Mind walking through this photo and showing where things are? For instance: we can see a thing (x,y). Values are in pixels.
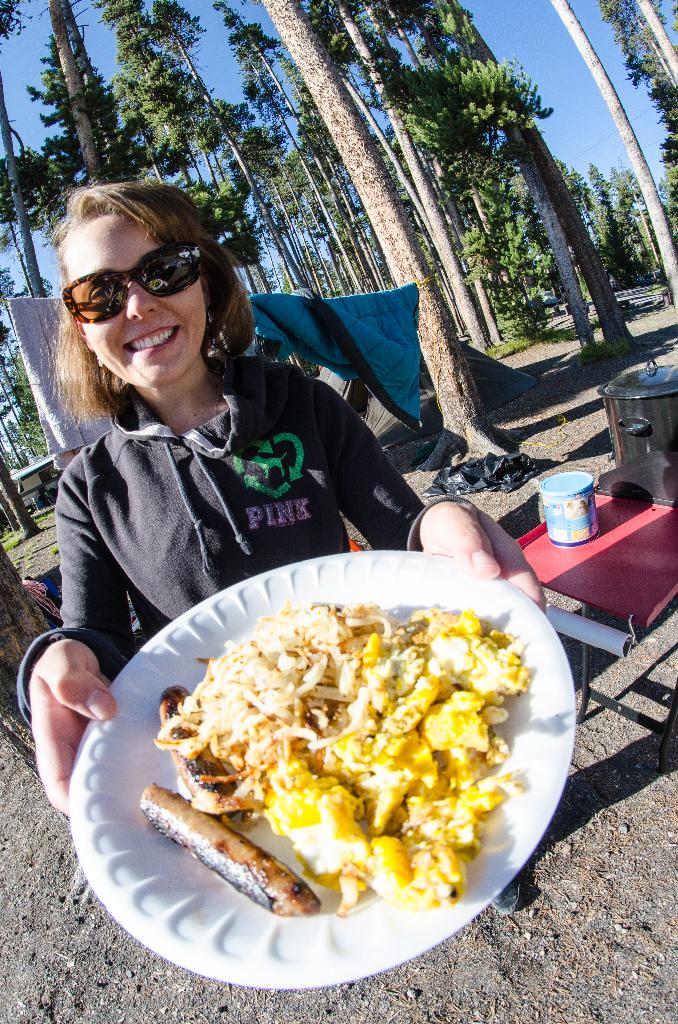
Here I can see a woman (174,431) wearing a jacket (221,492), holding a plate (303,562) in the hand (94,711) which consists of some food (358,853), smiling and giving pose for the picture. Beside her there is a table (603,574) on which a mug (595,526) and a vessel (638,443) are placed. In the background (502,204), I can see many trees (349,134). At the top of the image (562,78) I can see the sky (550,45).
